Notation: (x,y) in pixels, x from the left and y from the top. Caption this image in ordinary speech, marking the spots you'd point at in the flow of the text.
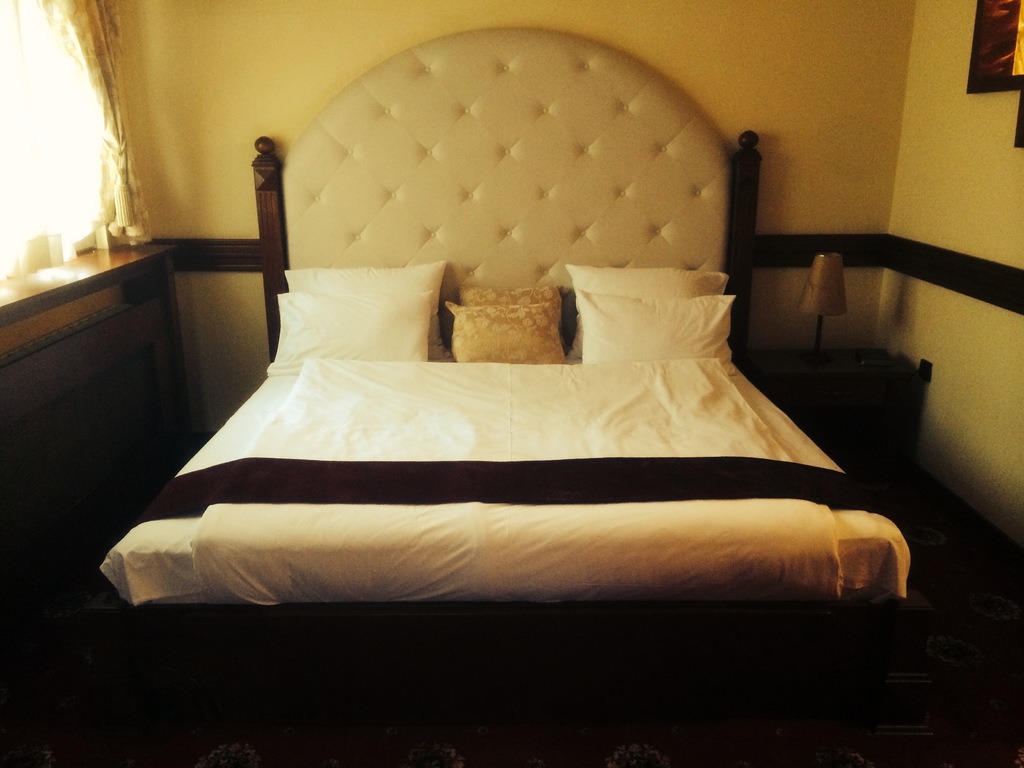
This is a room (261,401). In this room (351,501) there is a bed (492,486). On the bed (446,441) there are pillows (390,357). On the right side (801,379) there is a table (811,373). On that there is a table lamp (819,338). On the left side (92,289) there is another table (89,276). Near to that there is curtain (96,77). In the back (240,49) there's a wall (727,98).
